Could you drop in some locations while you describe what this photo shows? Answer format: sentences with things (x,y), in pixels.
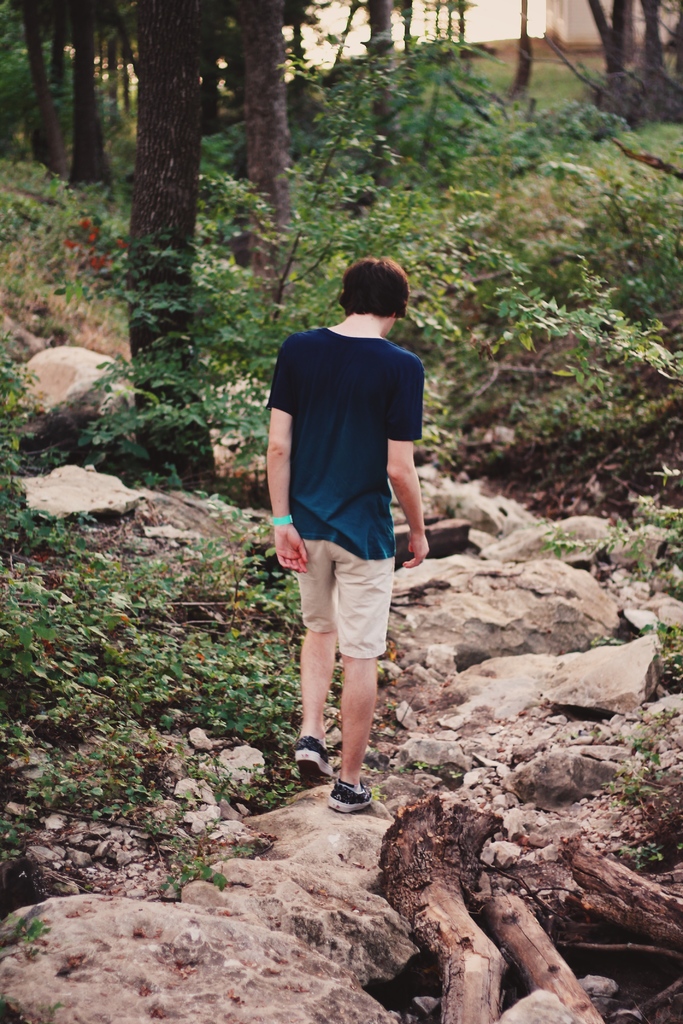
In this picture we can see a boy (360,414) wearing a blue t-shirt (355,450) and shorts (339,636), standing on the rocks (471,611). Behind we can see some plants (401,169) and tree trunks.
